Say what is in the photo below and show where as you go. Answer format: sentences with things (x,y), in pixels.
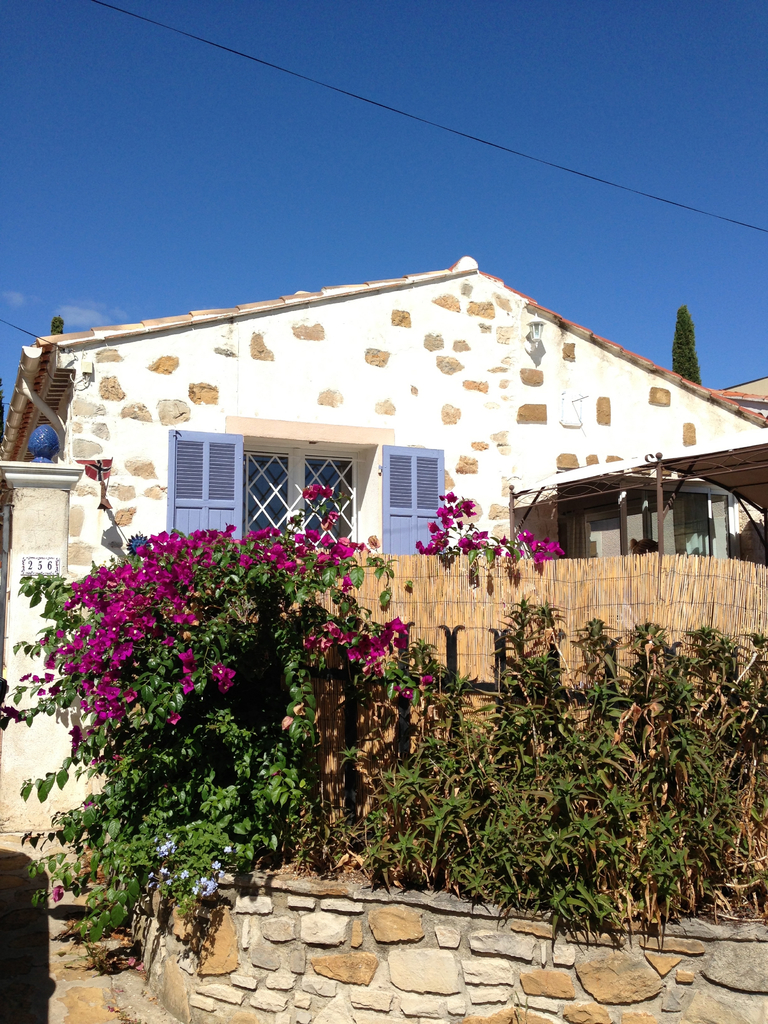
In this image there is a house (260,504), in front of the house (168,528) there are a few plants (390,695) and flowers (192,541), behind the house (502,362) there is a tree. In the background (401,174) there is the sky (447,141).
